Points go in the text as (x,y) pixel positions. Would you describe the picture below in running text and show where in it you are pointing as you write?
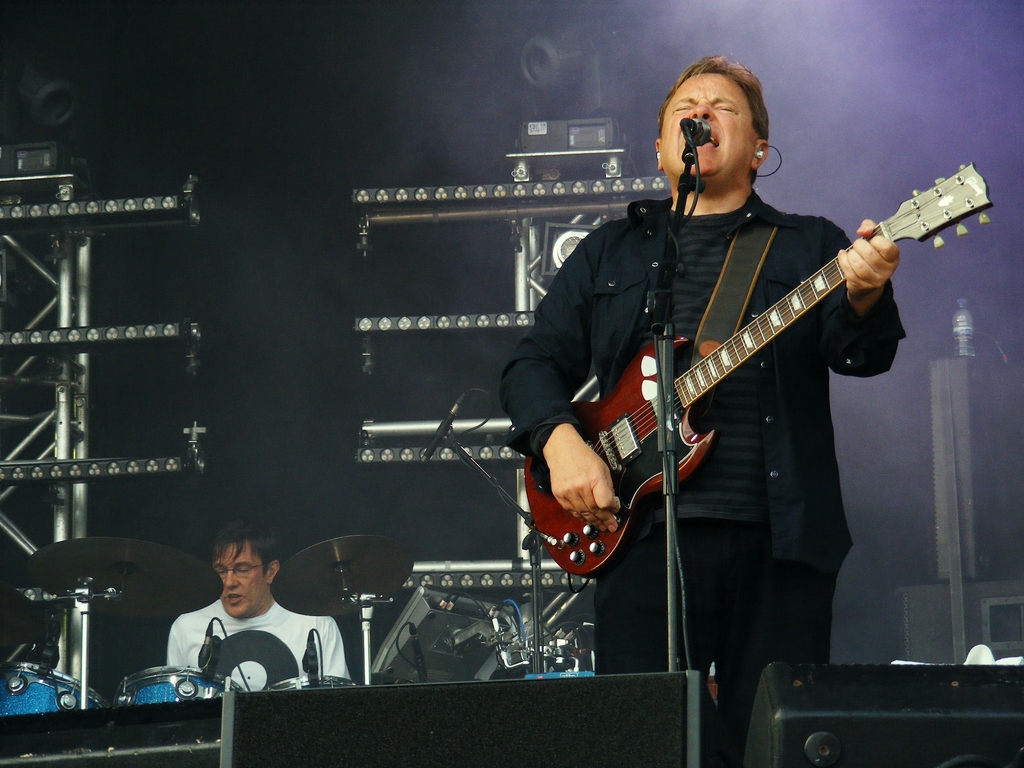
In this Image I see 2 men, in which this man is standing and holding a guitar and is in front of a mic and this man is near to the drums (6,691). In the background (83,500) I see few equipment (67,467).
